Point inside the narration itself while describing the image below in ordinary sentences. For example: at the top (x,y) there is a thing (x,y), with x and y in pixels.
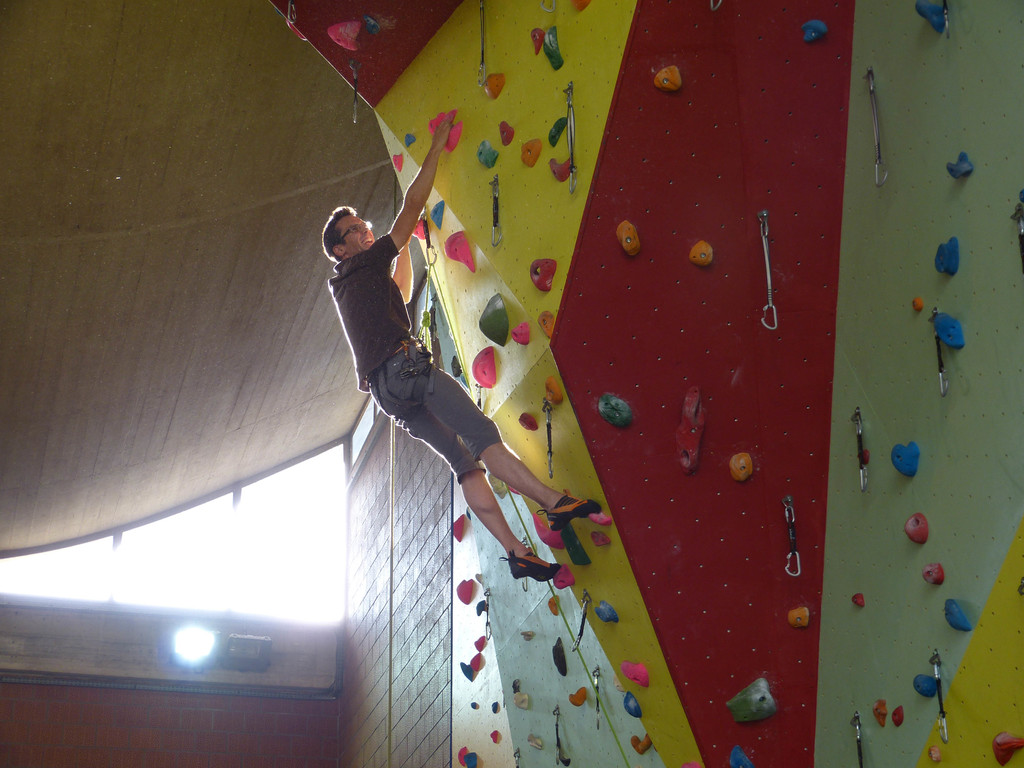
A person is climbing the wall (550,227). To that wall (656,172) there are chains (789,538). At the left side of the image (32,57) we can see roof (230,168), walls (249,694) and light (204,643).
